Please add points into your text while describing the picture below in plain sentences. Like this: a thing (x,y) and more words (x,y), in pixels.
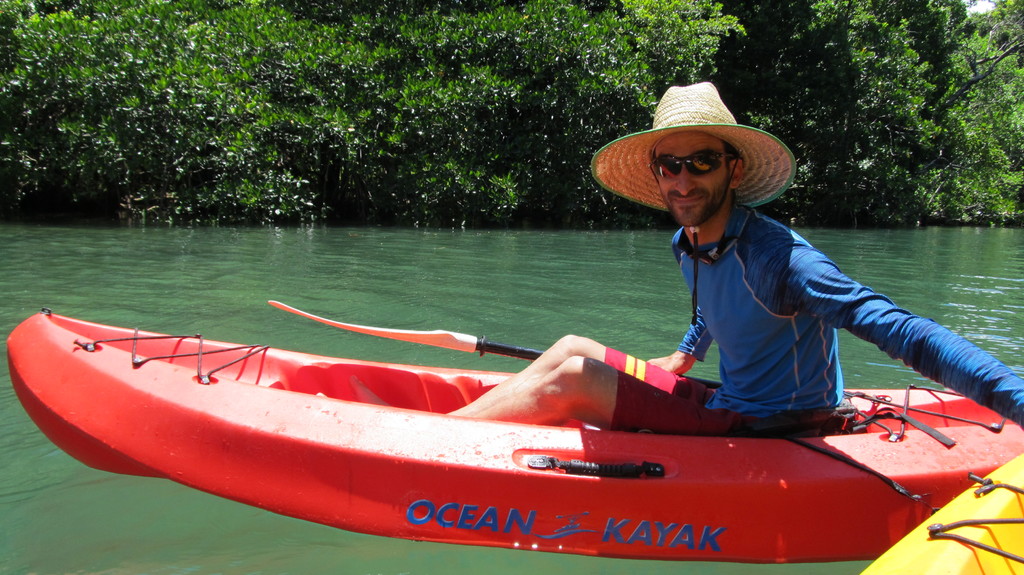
In this image there is a man (604,394) sitting in the boat (479,430) by wearing the cap (639,157), spectacles (672,164) and a jacket (754,303). The boat (507,482) is in the water (270,539). In the background (291,81) there are trees (918,66). On the right side (931,551) bottom there is another boat (960,545). The man (771,376) is holding the rowing stick (412,339).
